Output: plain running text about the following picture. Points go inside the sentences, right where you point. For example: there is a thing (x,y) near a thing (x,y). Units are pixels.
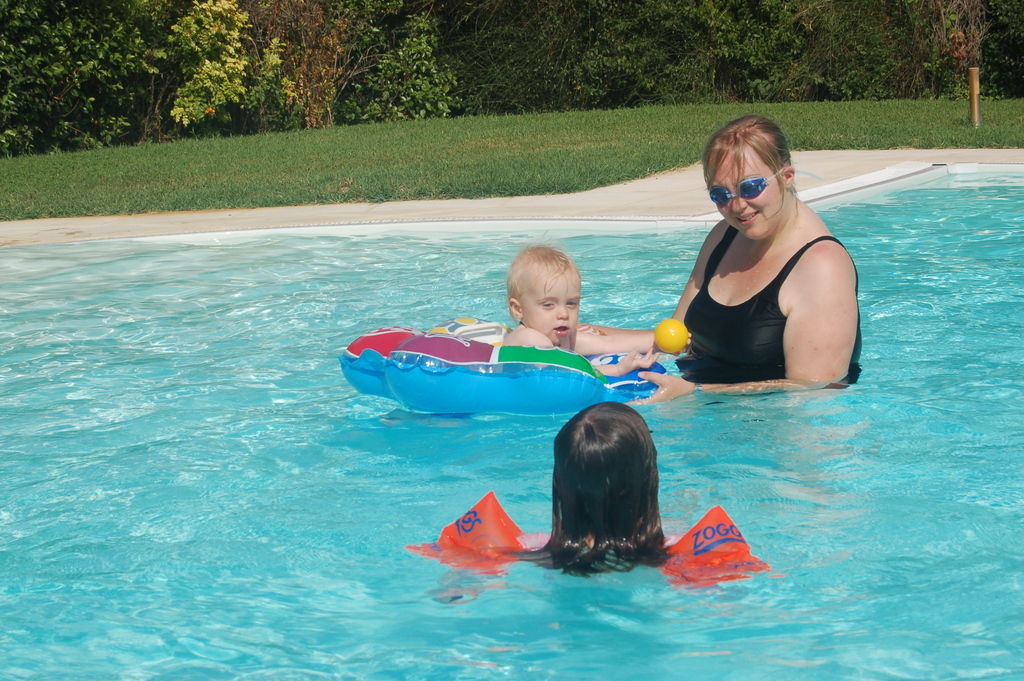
In this picture there is swimming pool (388,304) in the center of the image (430,244), in which there is a lady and two children (592,420), there is greenery (551,91) at the top side of the image (625,84).
